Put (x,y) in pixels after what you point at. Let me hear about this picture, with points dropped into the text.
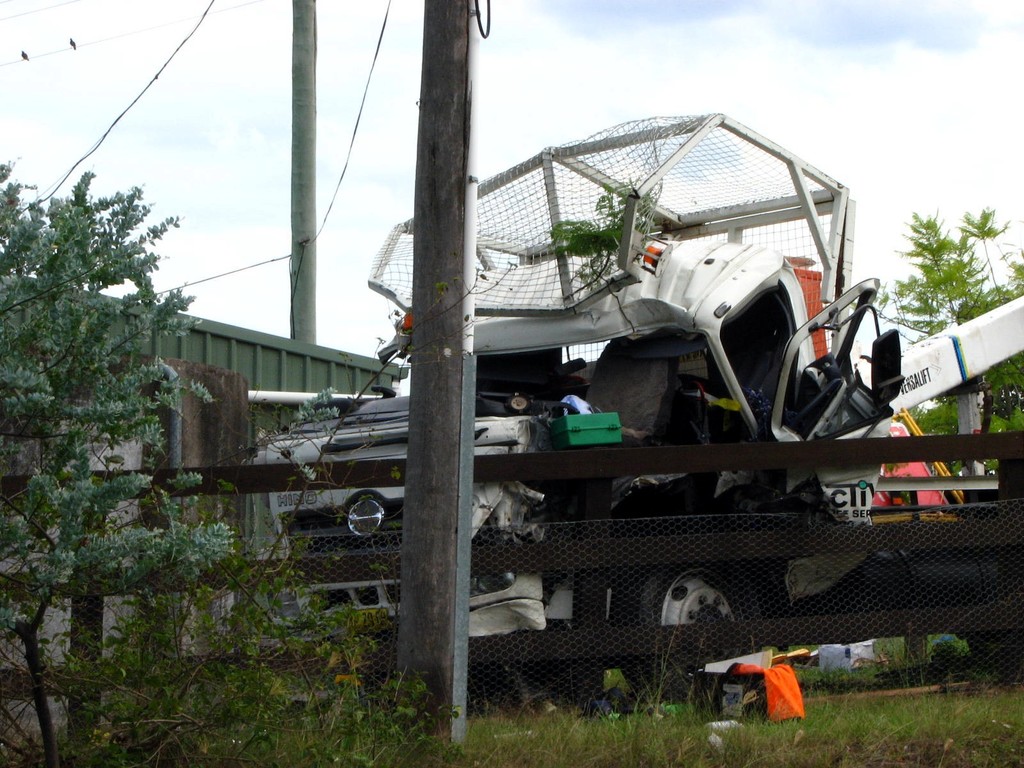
In this image I can see a vehicle (477,393) on the ground (685,719). In the foreground (429,477) there is a pole (459,501) and fencing (722,576). on the left side (59,405) there is a tree (62,393). In the background (261,355), I can see an object (261,372) which is in green color and also there is a pole (309,244). On the top of the image (637,86) I can see the sky (683,56).
